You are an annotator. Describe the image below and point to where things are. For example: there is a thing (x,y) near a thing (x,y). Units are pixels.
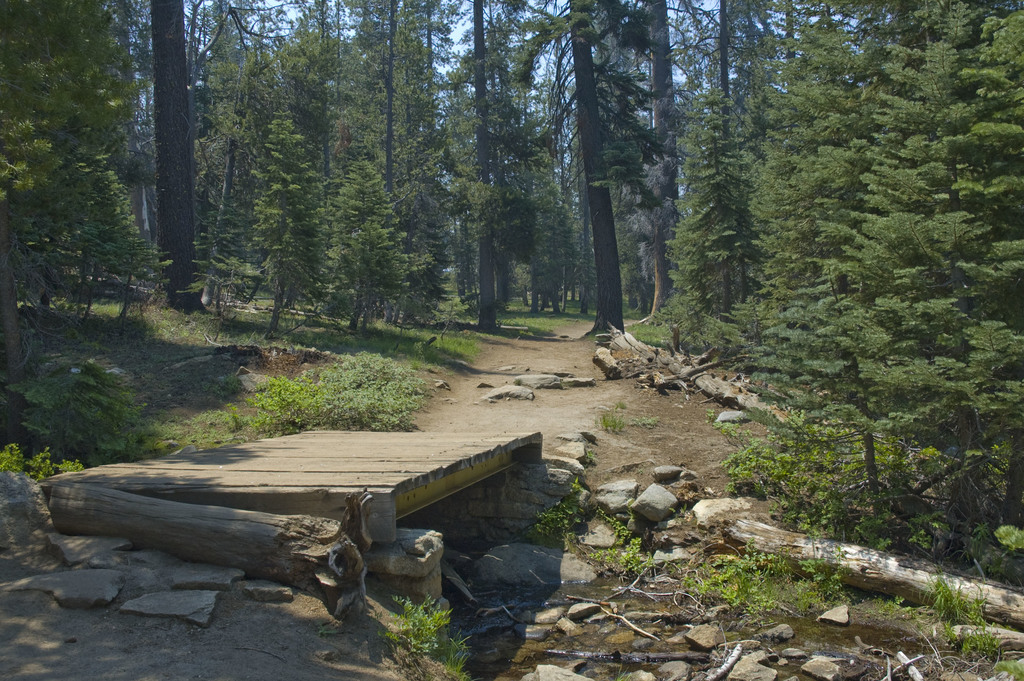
In front of the image there is a wooden plank bridge (344,449) on the water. In the background of the image (487,313) there are rocks (9,519), wooden logs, trees (696,278) and plants (279,424).
